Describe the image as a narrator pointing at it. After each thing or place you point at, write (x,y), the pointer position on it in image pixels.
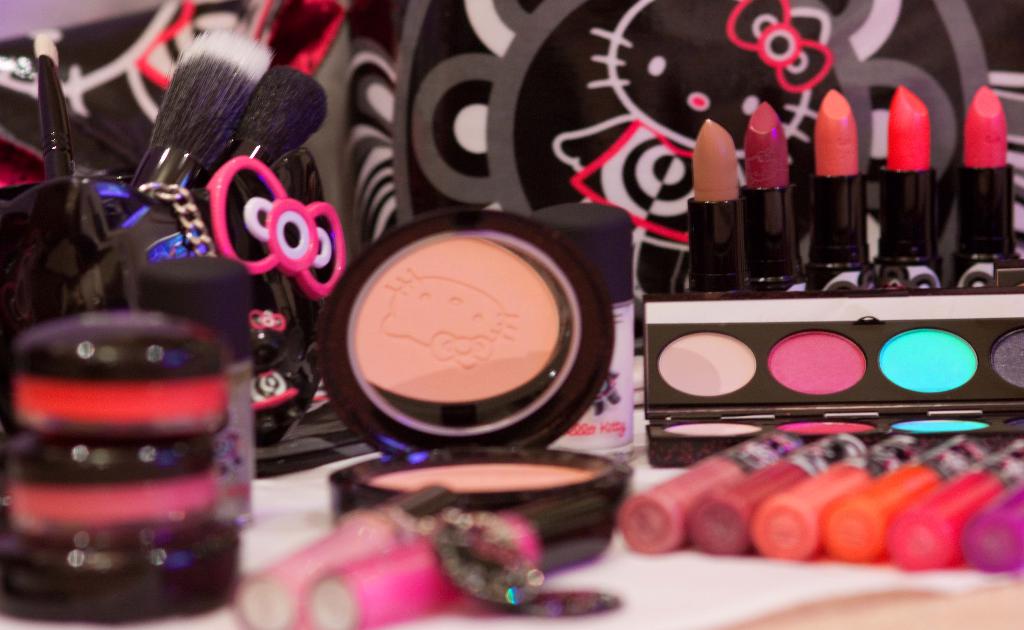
In this picture I can see there are some cosmetics (440,445) placed on the table (654,623) and there are some lip sticks (1003,187) here and there are some brushes (164,138) and foundation powder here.
